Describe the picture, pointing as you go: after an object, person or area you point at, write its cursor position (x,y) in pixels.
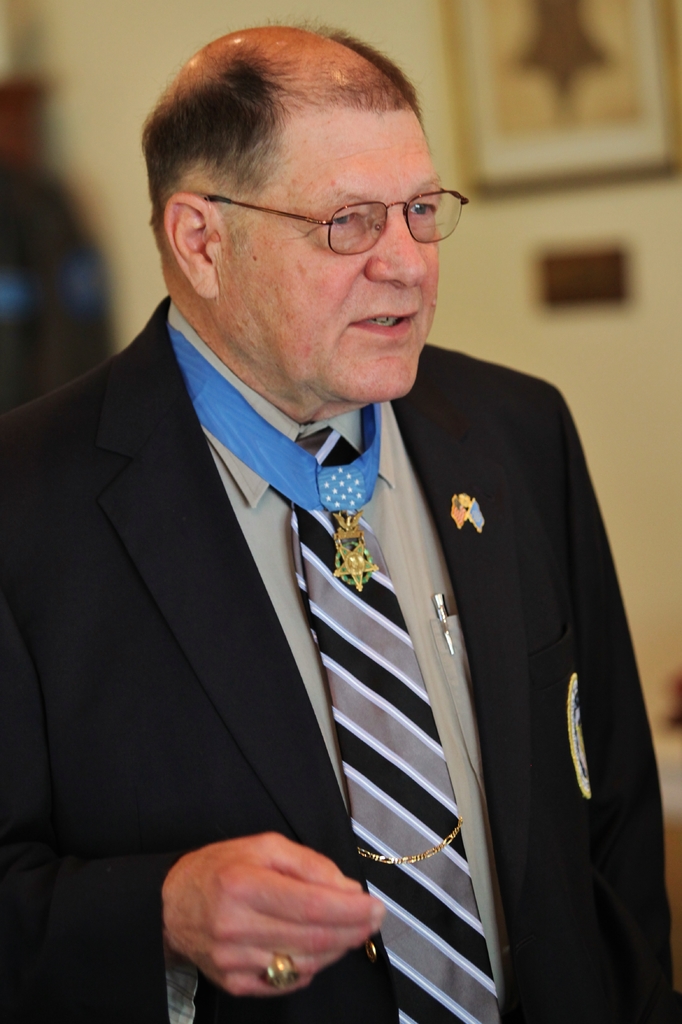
In the center of the image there is a person (311,1013) wearing a black color suit (75,419) and spectacles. In the background of the image (151,13) there is a wall (519,242) on which there is a photo frame (542,180).
